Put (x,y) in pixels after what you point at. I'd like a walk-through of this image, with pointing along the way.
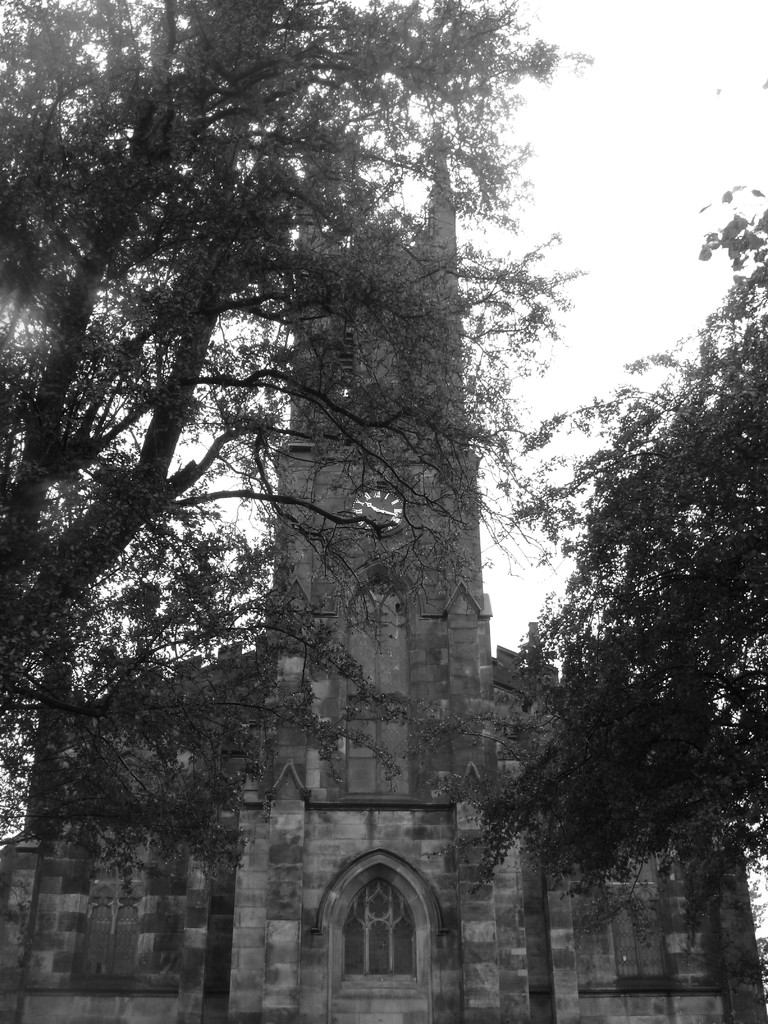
There is a tree (160,507) on the left side of this image (162,525) and on the right side of this image (708,657) as well. We can see a building (433,937) in the middle of this image (376,677) and the sky (617,228) is in the background (576,229).
